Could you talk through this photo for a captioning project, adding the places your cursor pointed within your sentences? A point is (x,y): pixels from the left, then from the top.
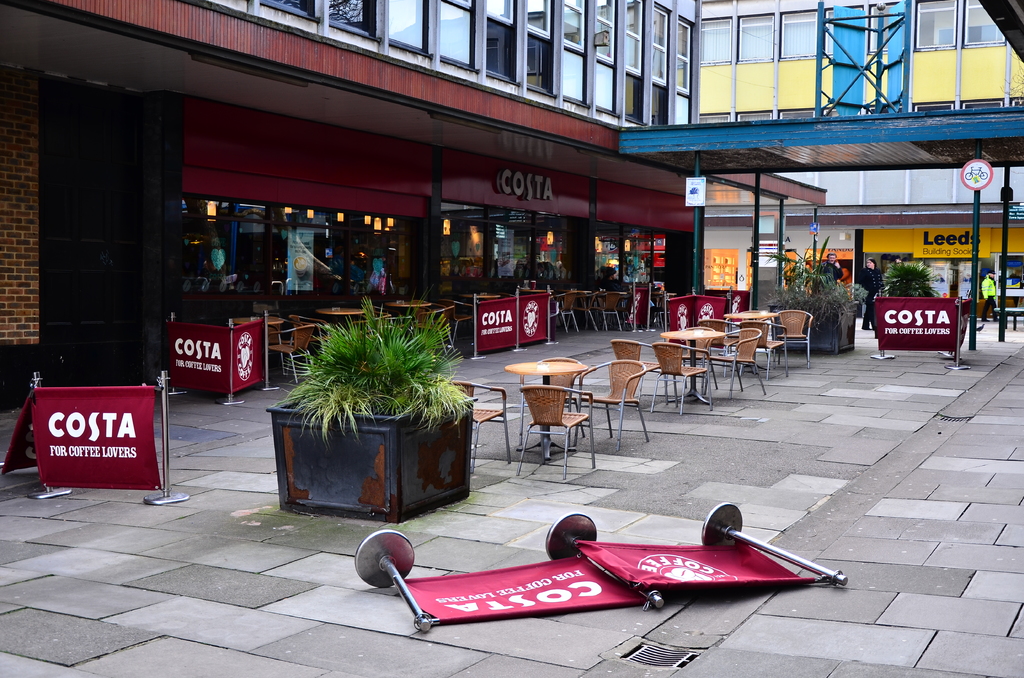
This image is taken outdoors. At the bottom of the image (142,555) there is a floor (679,502). At the top of the image (520,113) there is a building (334,99) with walls (387,85), windows (703,51), grills (844,50) and railings (880,44). In the middle of the image (619,353) there are a few chairs (619,382) and tables (670,334) with a few things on them. There are a few plants (463,396) in the pots (813,327). There are many boards (122,406) with text (966,250) on them. On the right side of the image (986,296) a man (989,313) is walking on the floor (1008,334).
